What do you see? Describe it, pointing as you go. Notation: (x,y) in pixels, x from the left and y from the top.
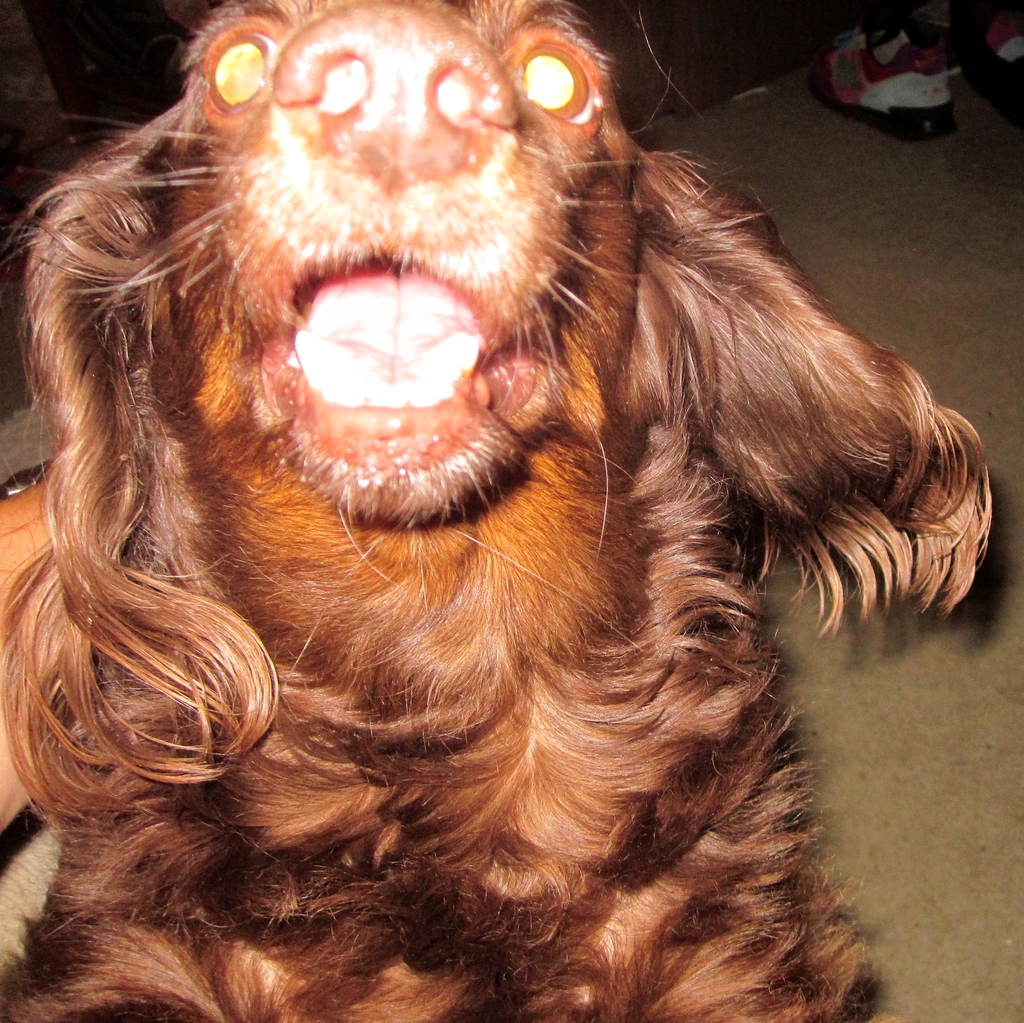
In this image in the front (342,353) there is a dog (378,370). In the background (894,75) there are shoes (907,75).
